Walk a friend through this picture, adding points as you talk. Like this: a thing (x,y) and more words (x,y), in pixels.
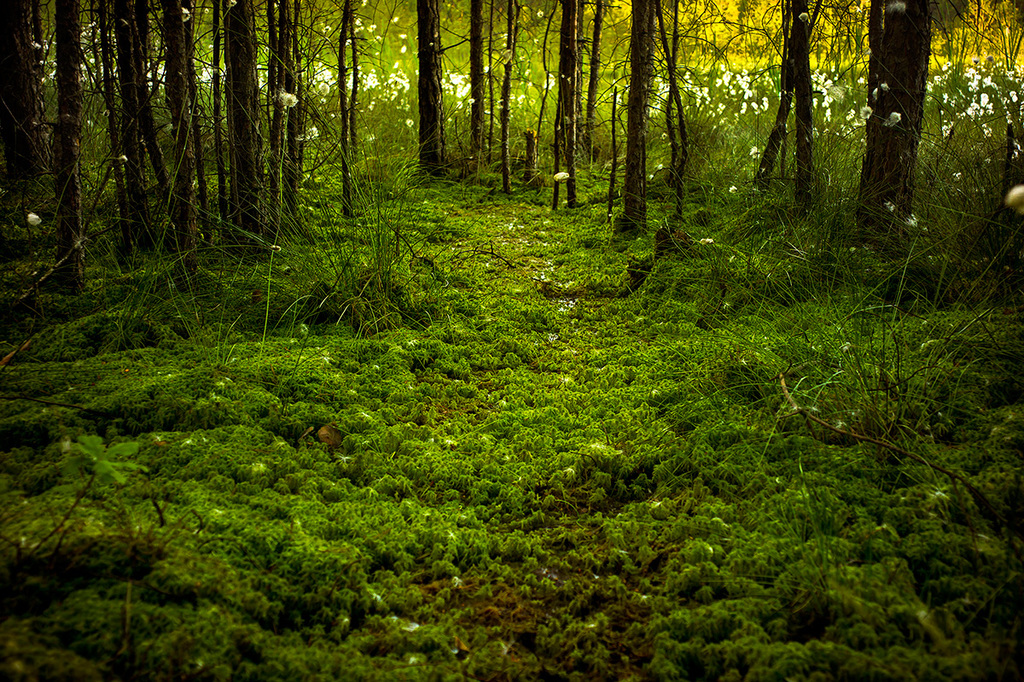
There are a lot of plants (411,142) and thick grass (712,294) and beautiful scenery (297,242) in the picture.
